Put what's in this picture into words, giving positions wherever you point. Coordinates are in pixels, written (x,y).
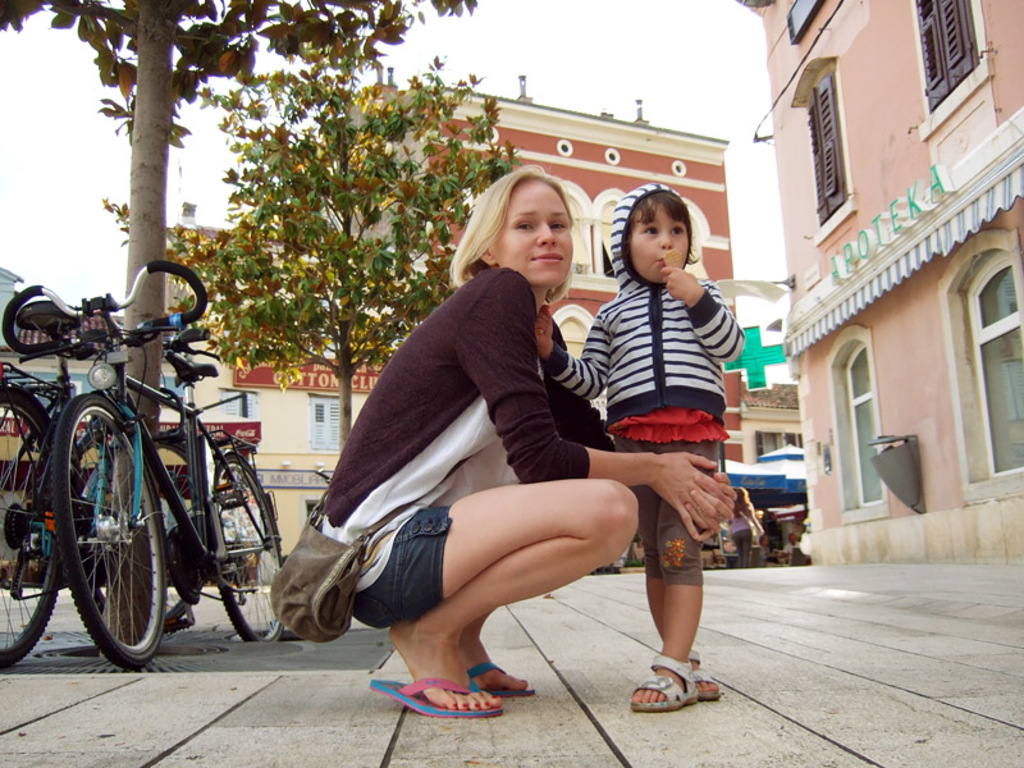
In this image we can see a woman (485,547) with a kid (652,400) on the land (728,693). Image also consists of bicycles (140,492), trees (98,14) and also buildings (784,173). Sky (66,62) is also visible.
